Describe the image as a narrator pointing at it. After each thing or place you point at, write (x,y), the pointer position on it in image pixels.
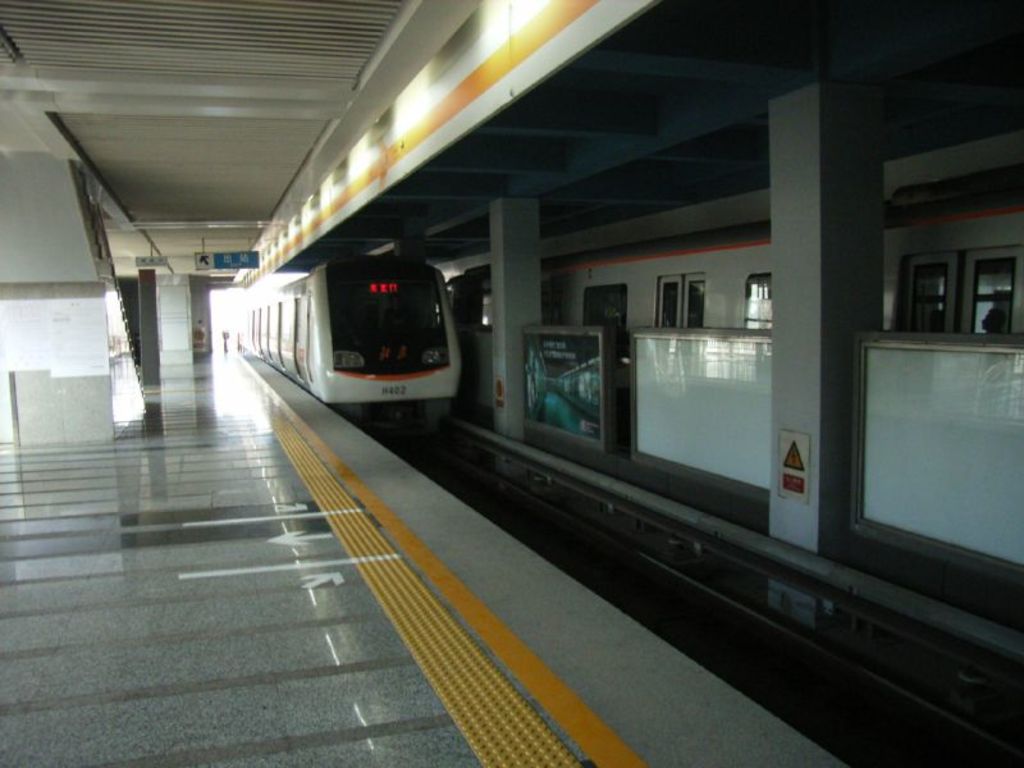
In this image I can see a train (408,402) on the track (556,549), pillars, board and a platform (247,489). This image is taken may be in the platform (263,623).
